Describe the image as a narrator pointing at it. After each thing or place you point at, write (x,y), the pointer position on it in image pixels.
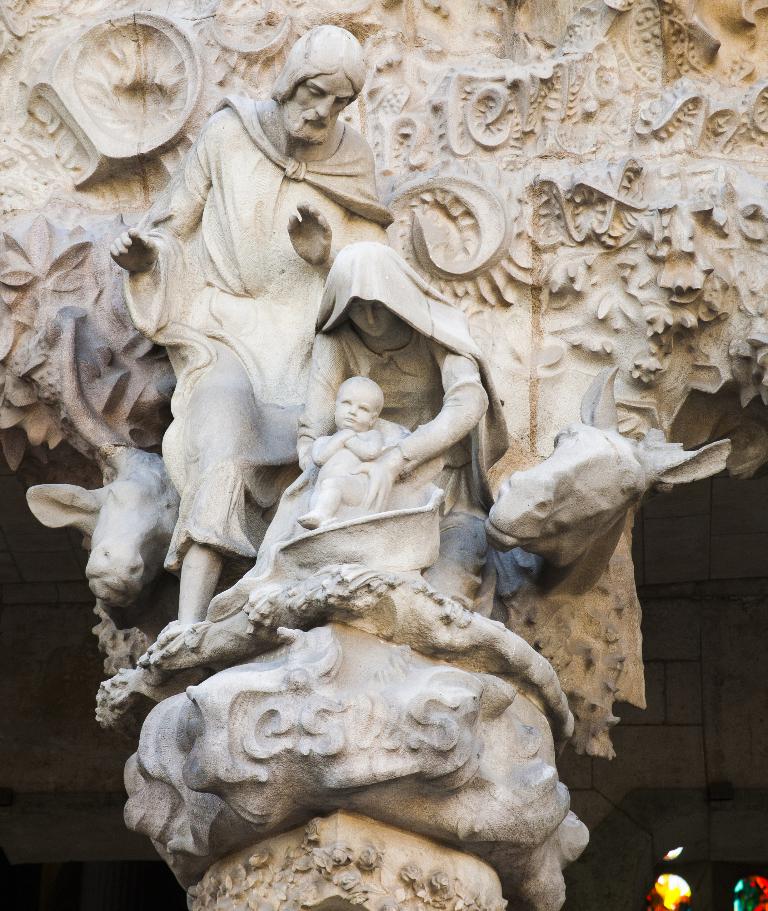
In the image i can see five sculptures (331,472) including animals (63,488) and i can also see a text (264,734) written on the stone (286,753).
